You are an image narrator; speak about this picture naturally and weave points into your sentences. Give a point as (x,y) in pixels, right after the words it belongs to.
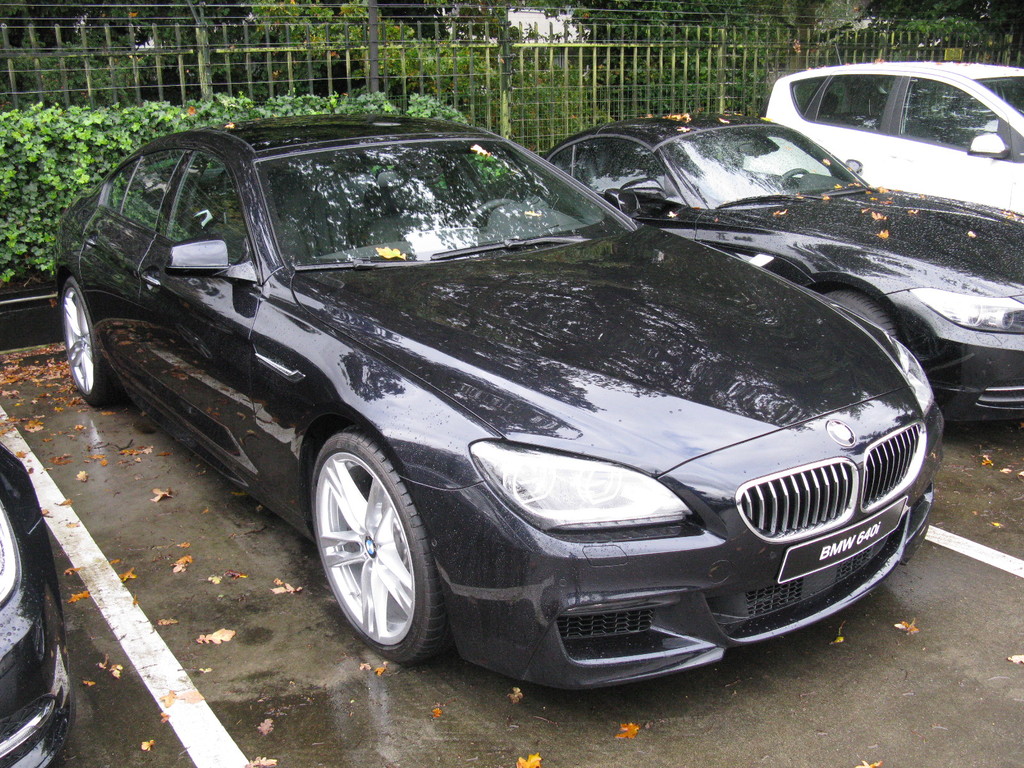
This image is taken outdoors. At the bottom of the image (269,650) there is a road (279,626). In the background (63,163) there are a few trees (413,72) and plants (588,81) and there is a railing (201,51). In the middle of the image (458,403) three cars (565,357) are parked on the road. On the left side of the image (19,580) a car (12,572) is parked on the road (18,435).
